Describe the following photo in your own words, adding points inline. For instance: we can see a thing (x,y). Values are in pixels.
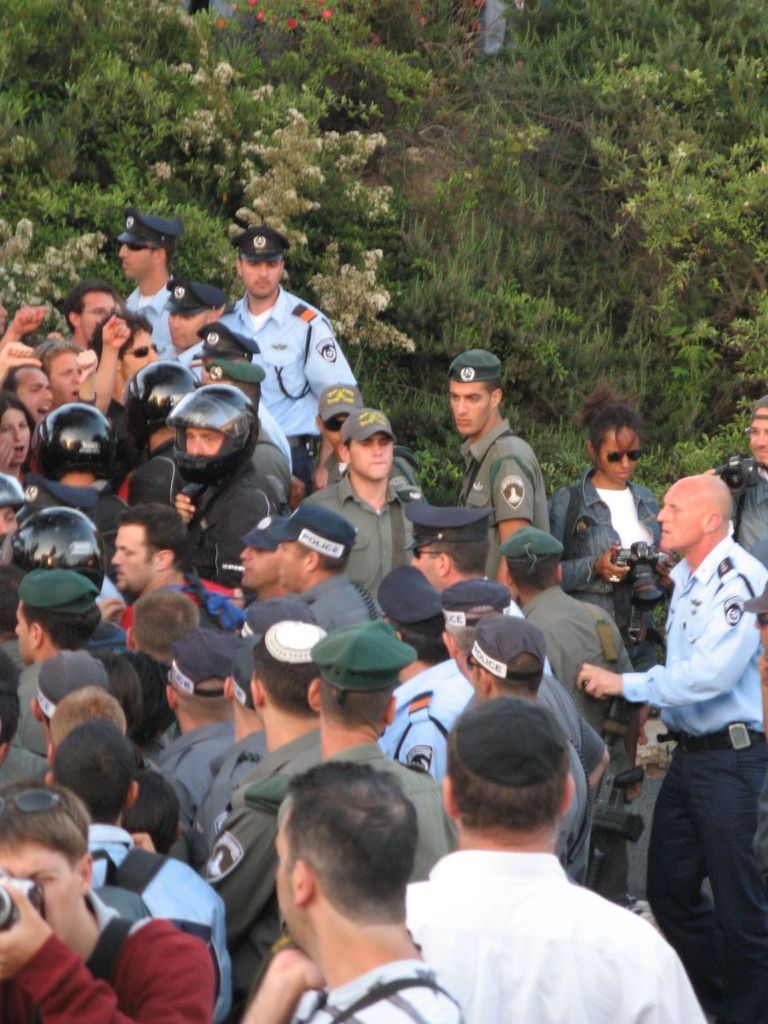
In this image we can see a group of people (345,734), among them some people (256,674) are wearing caps (244,644) and some are holding the cameras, in the background (116,175) we can see some plants (360,148) and flowers (372,157).
